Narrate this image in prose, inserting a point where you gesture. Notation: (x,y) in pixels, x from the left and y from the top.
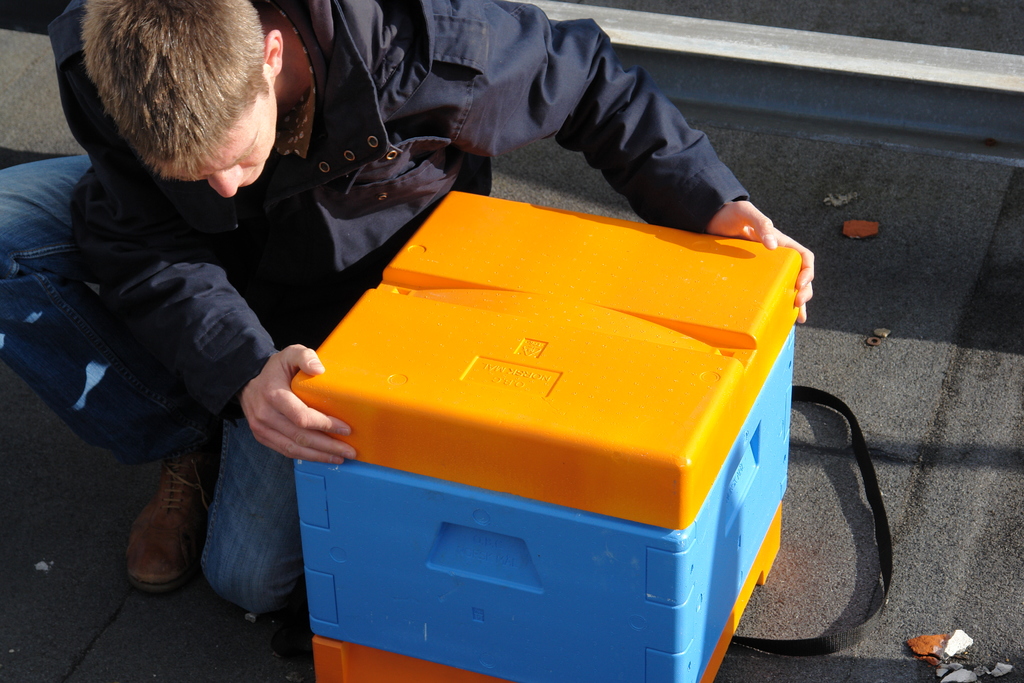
In this picture we can see a man (217,212) holding a box (762,329) with his hands (717,214).
